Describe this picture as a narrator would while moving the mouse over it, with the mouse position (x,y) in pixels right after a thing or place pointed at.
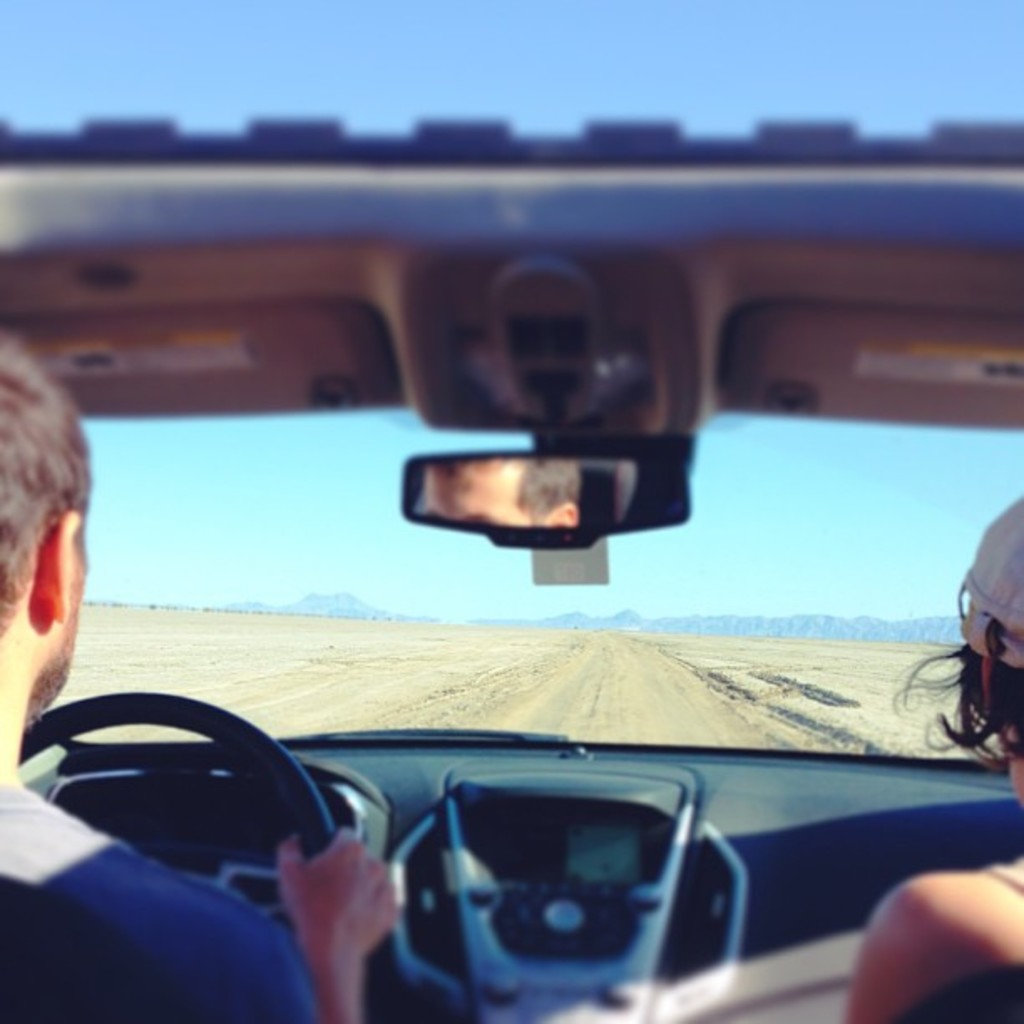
Here there is a man (329,952) driving the car (433,958) and a woman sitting in the car (659,1013). It is the way (627,704) if you look at this there are hills (345,612) and a sunny sky (256,600).
